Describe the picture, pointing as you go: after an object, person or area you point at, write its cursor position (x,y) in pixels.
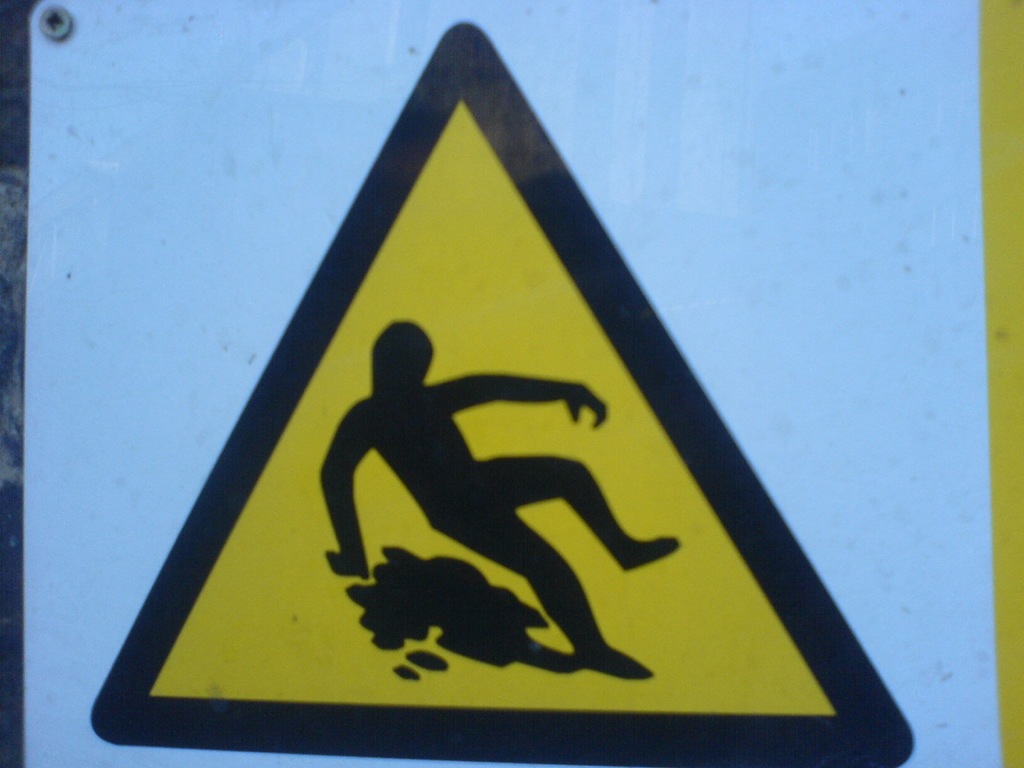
This image consists of a board (472,643). On this board (557,445), I can see a painting (482,531) of a person (387,429).
